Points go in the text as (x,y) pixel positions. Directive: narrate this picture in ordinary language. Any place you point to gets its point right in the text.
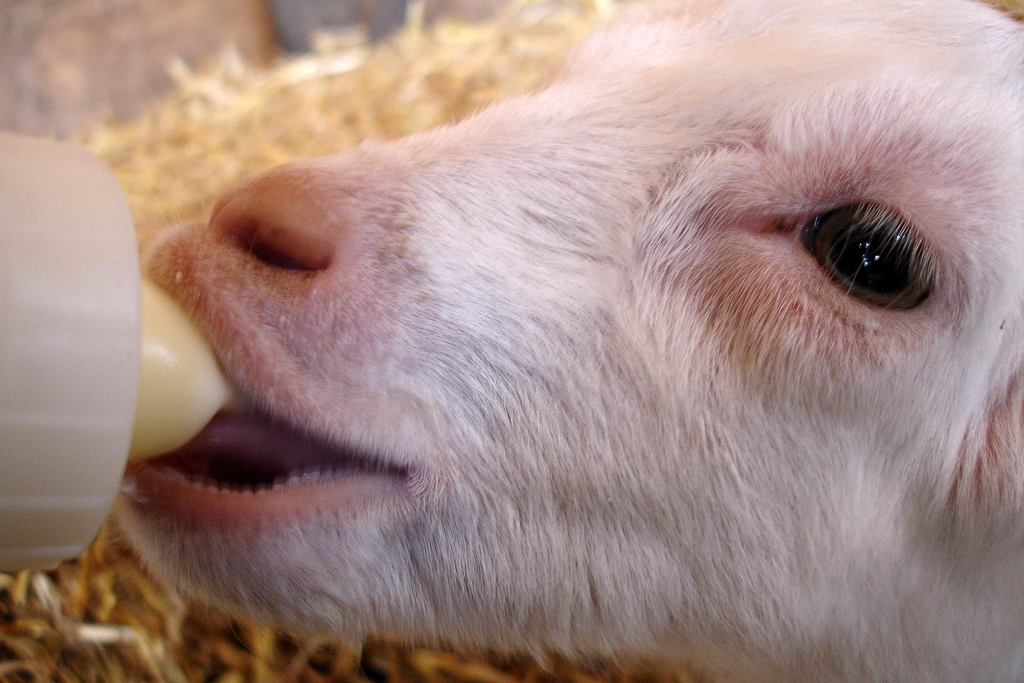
It is a zoomed in picture of a baby goat (534,362) drinking the milk (186,397) and the background (187,106) is not clear.
